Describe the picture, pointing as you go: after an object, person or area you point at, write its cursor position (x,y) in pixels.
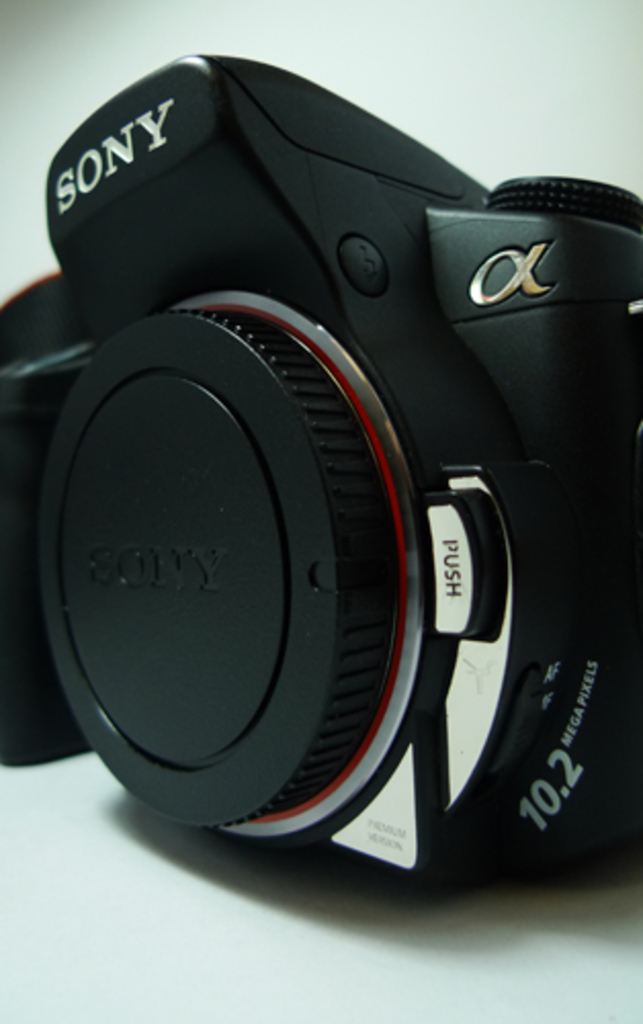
This is camera (426,514), this is white color background (500,96).
